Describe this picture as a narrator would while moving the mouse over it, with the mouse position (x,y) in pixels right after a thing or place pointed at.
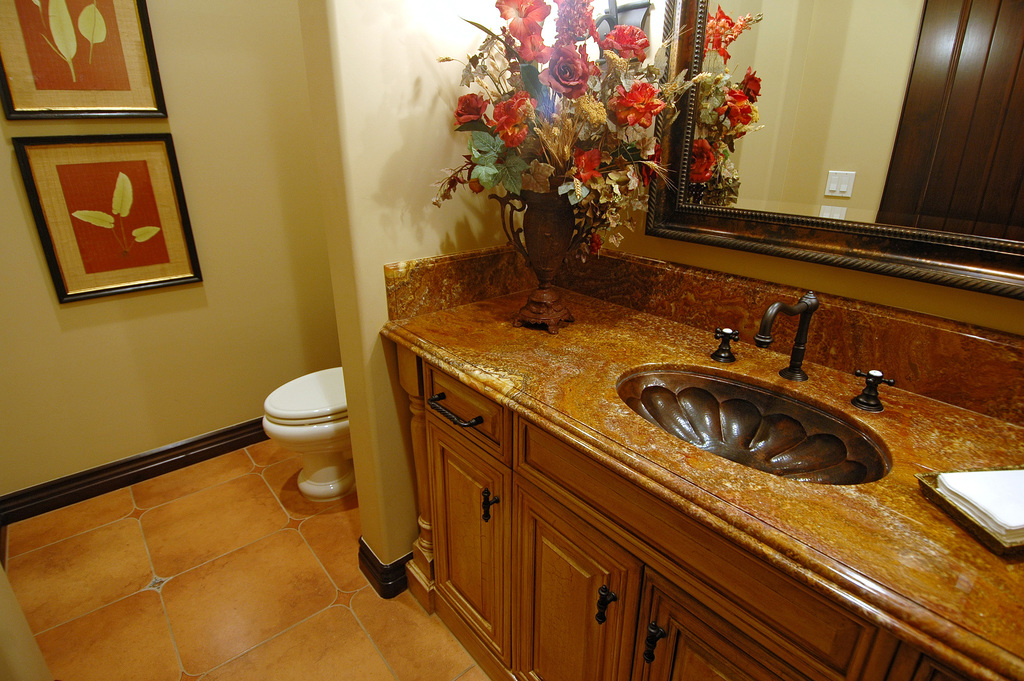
On the right side (696,369) there is a table (784,494). Below the table (866,564) there are drawers (669,546). On the table (977,458) there is a wash basin (744,404) with taps (793,360). Also there are tissues (987,508) on a tray (991,546). On the corner there is a vase (542,237) with flowers (551,118). On the wall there is a mirror (780,132). In the back (110,79) there are photo frames (88,115). On the mirror (831,194) there is a reflection (834,195) of socket (851,183).
